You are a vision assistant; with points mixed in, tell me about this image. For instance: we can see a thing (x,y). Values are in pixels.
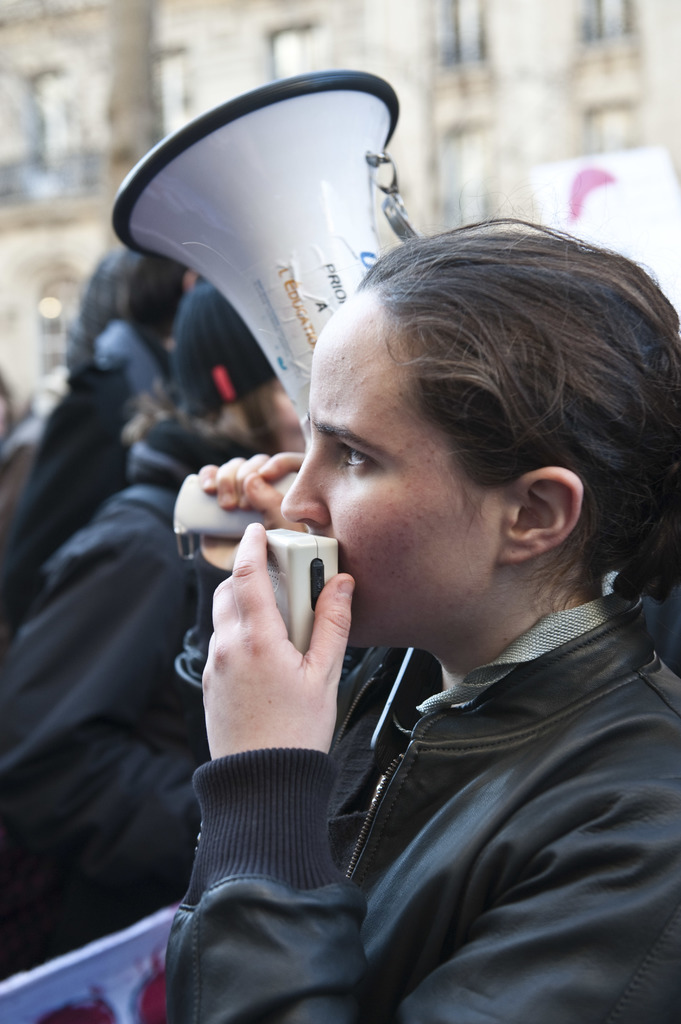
In this image I can see a woman (407,636) in the front (418,589). She is holding an object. There is a megaphone (199,149) and other people (152,656) are present. There is a building (515,85) at the back (392,76).
